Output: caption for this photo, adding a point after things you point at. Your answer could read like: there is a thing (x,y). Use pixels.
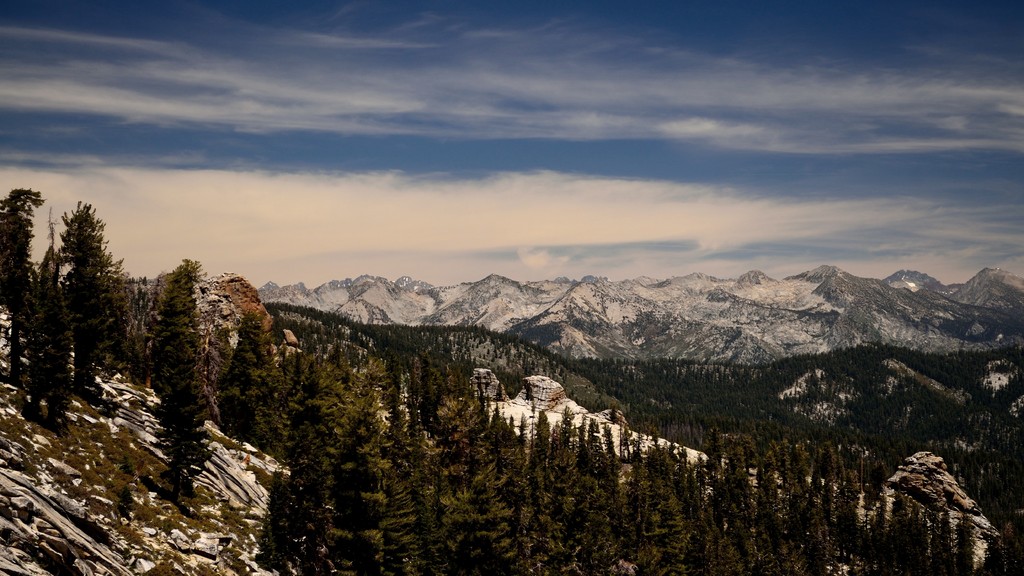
In this image I can see many trees (667,408) and mountains (552,328). There is sky (530,157) at the top (556,135).
